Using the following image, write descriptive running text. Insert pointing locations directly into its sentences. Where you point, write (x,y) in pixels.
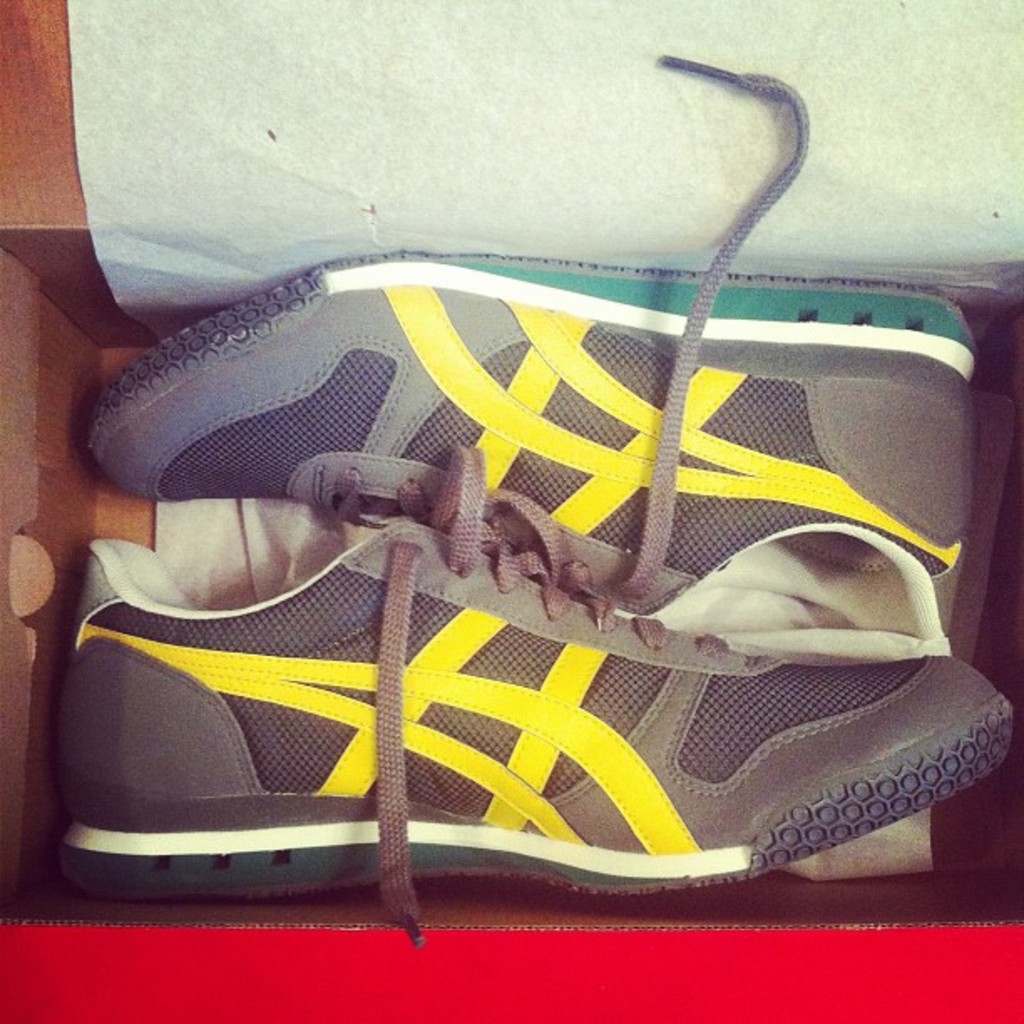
In this image we can see a pair of shoe (519,577) in a box (19,309) and there is a paper (644,88) beside the shoe (711,67).
